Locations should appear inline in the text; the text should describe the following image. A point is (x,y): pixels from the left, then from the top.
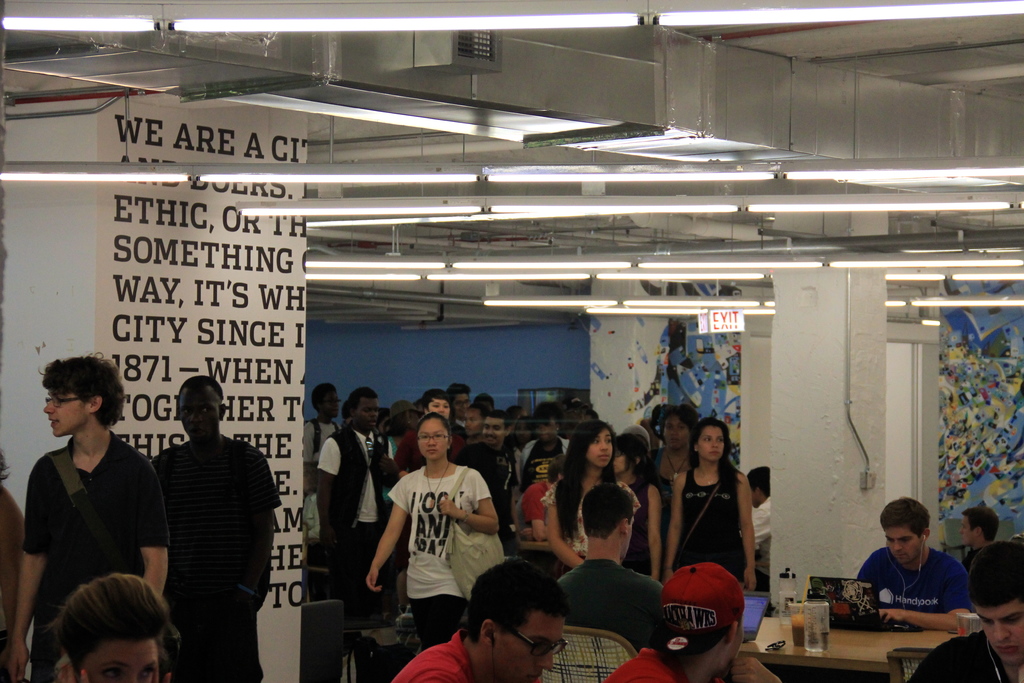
In this image we can see a group of people (430,489) standing on the floor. We can also see some people (685,675) sitting on the chairs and a table (779,656) containing the laptops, bottles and glasses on it. We can also see some pillars (176,362) with text (256,394) and pictures (647,406) on it, a wall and a roof (556,222) with some ceiling lights (422,204).
